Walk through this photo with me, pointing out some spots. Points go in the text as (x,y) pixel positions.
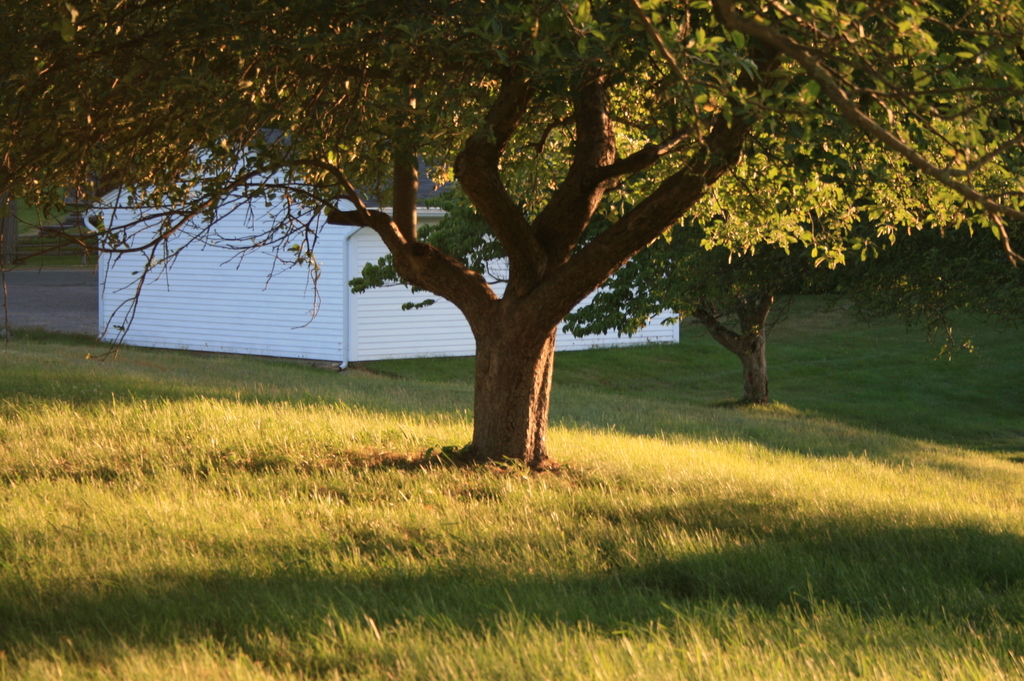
In this picture I can observe some grass (375,481) on the ground (596,446). There are trees (513,190). In the background (362,314) it is looking like a house (306,332).
